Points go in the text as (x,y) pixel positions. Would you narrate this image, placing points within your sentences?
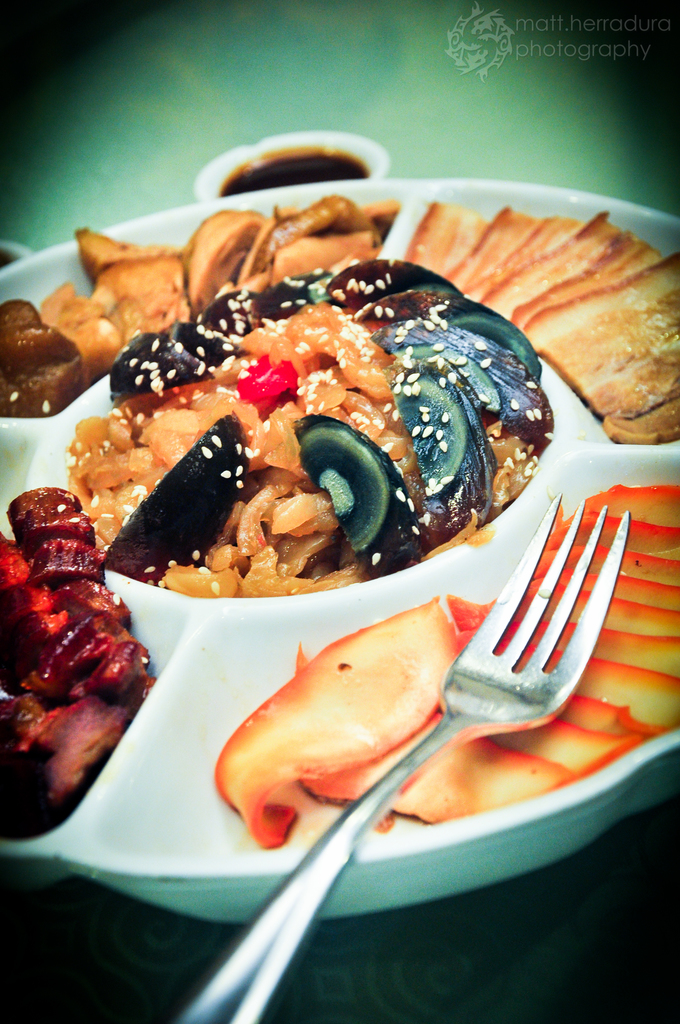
In this picture we can see plate (490,547) with food (286,556), fork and objects (251,155). In the background of the image (405,64) it is blurry. In the top right side of the image (464,73) we can see logo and text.
